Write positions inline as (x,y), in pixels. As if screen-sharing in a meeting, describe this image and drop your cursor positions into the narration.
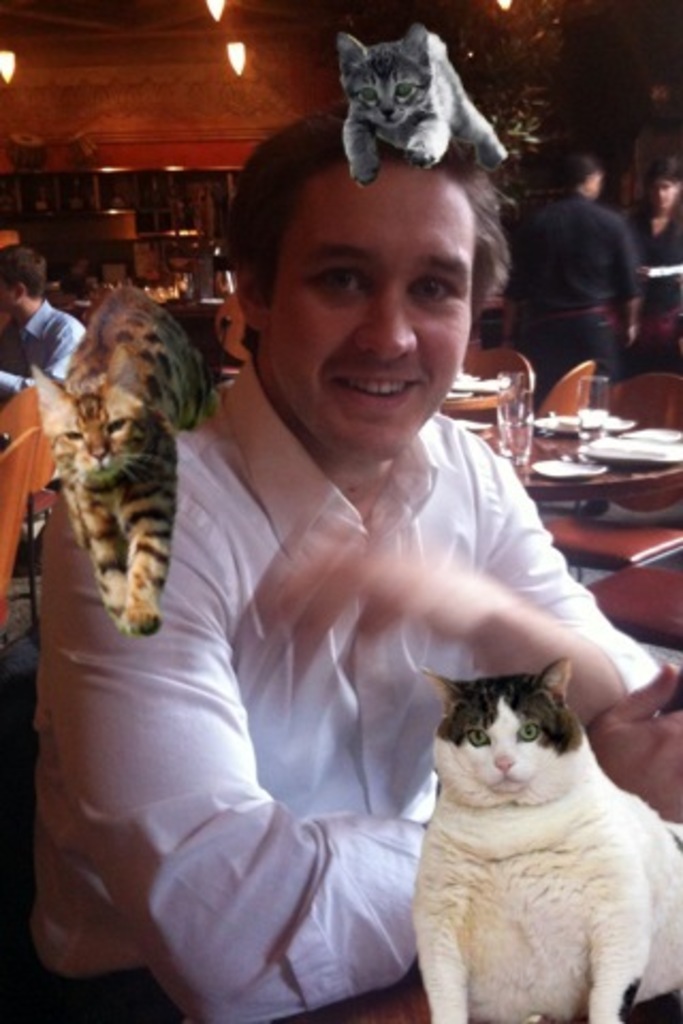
At the top (238,55) we can see lights (236,64). Here we can see one man (368,468) wearing a white shirt (340,645) sitting on a chair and smiling. We can see three cats (134,425), near to him. One is on the head (399,156), shoulder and on the table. On the background (637,242) we can see persons (648,245) standing and sitting. On the table (609,468) we can see glasses (601,390), plates (594,453).
